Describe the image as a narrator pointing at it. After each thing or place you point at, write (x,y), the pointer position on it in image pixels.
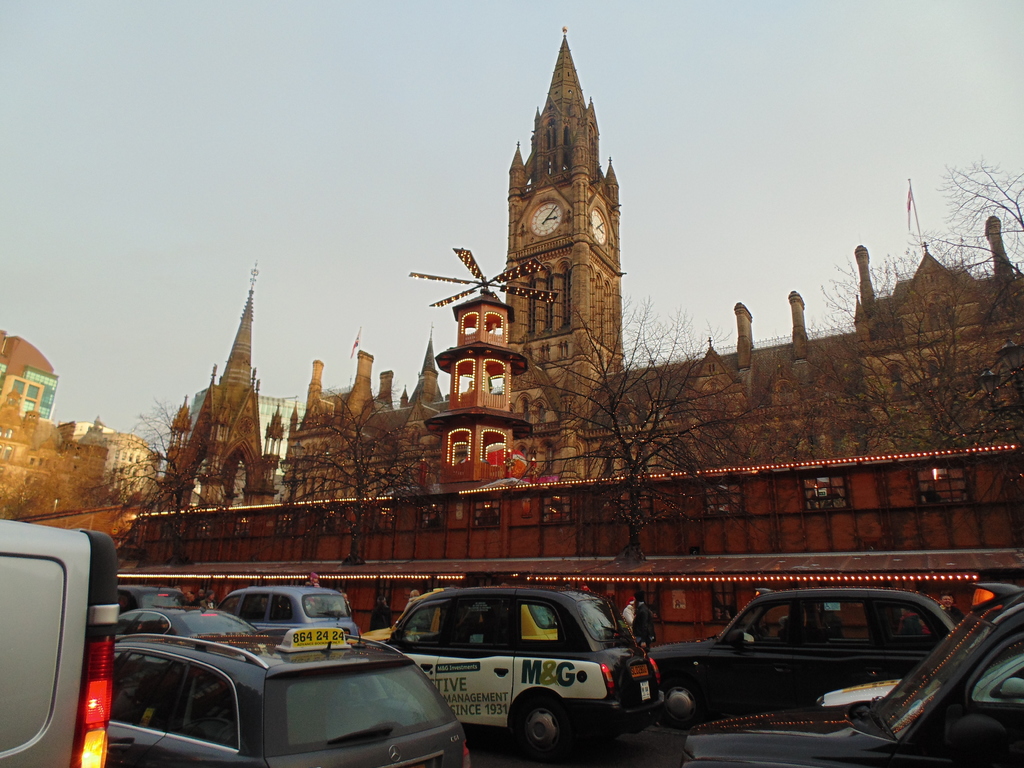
In this picture we can see vehicles (464,747) on the road (650,759), trees (384,451), buildings (469,451), lights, some objects (502,436) and in the background (209,121) we can see the sky (413,136).
